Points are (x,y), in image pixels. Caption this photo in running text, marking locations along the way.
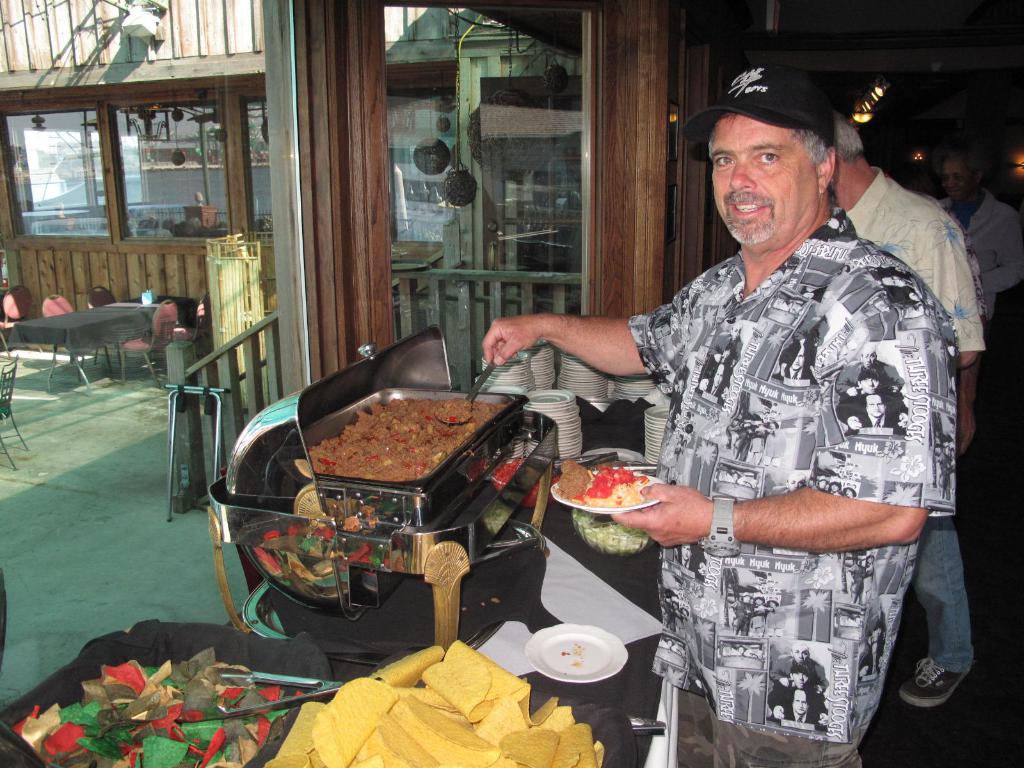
In the picture we can see a man (874,657) near the table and serving the food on his plate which is on the table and he is black with cap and shirt (830,678) and beside him we can see few men (1000,213) are standing, and behind the table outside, we can see a wooden house (187,148) with glasses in it and near it we can see a table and chairs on the path (35,410).
